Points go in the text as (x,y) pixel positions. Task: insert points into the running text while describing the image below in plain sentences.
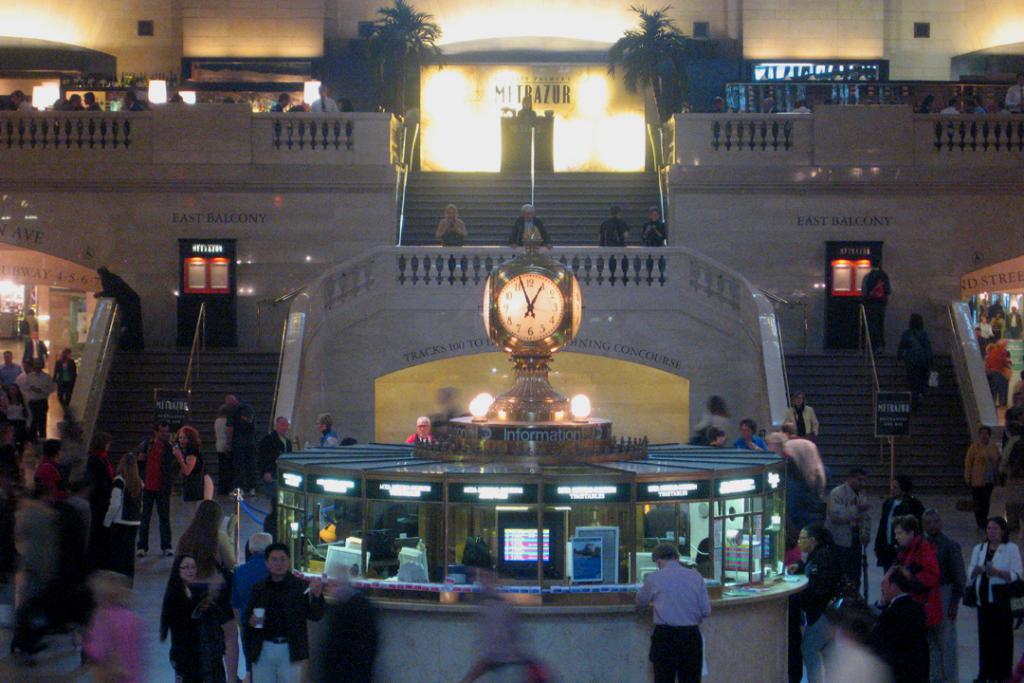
In the center of the image (528,370), we can see a clock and there are glasses (408,518) and through the glass (409,534) we can see monitors (521,522), posters (614,546) and some other objects (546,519). In the background (218,301), there are many people (147,527) and we can see stairs (626,208), trees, name boards (881,403), sign boards (182,293), windows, lights (560,112) and there is a wall (634,155).
